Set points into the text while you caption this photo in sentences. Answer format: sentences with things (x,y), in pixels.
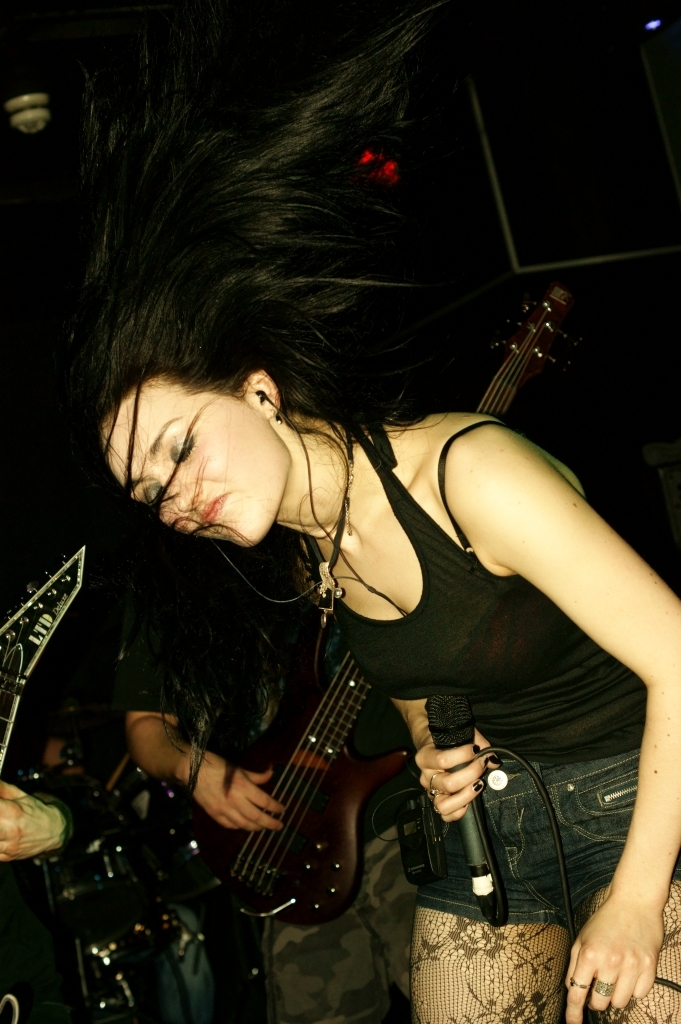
Woman (456,568) in black t-shirt (442,646) is holding microphone (435,737) in her hand (474,767). Behind her, we see man (229,742) in black t-shirt (131,628) is holding guitar (304,860) in his hands (225,813) and playing it.
